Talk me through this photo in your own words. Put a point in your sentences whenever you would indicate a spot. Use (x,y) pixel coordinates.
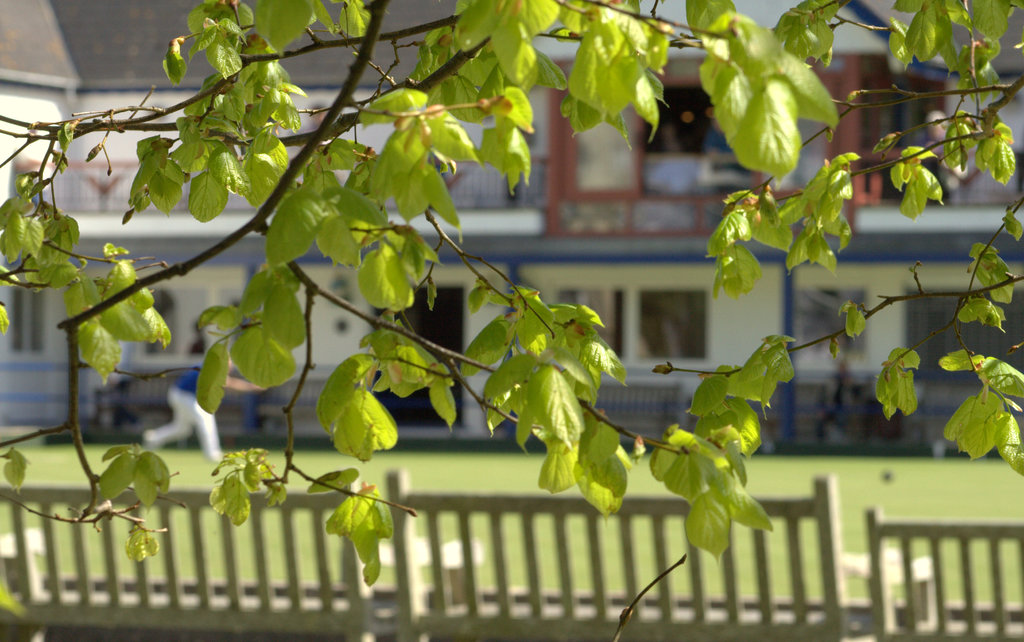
It is a branch (123,314) of a tree (301,226) with a lot of leaves (363,395) and behind that branch (389,504) there are three benches (531,580) and there is a woman (186,399) playing a game on the ground (938,463) in front of those benches (640,511), in the background (216,303) there is a big building (907,141).
